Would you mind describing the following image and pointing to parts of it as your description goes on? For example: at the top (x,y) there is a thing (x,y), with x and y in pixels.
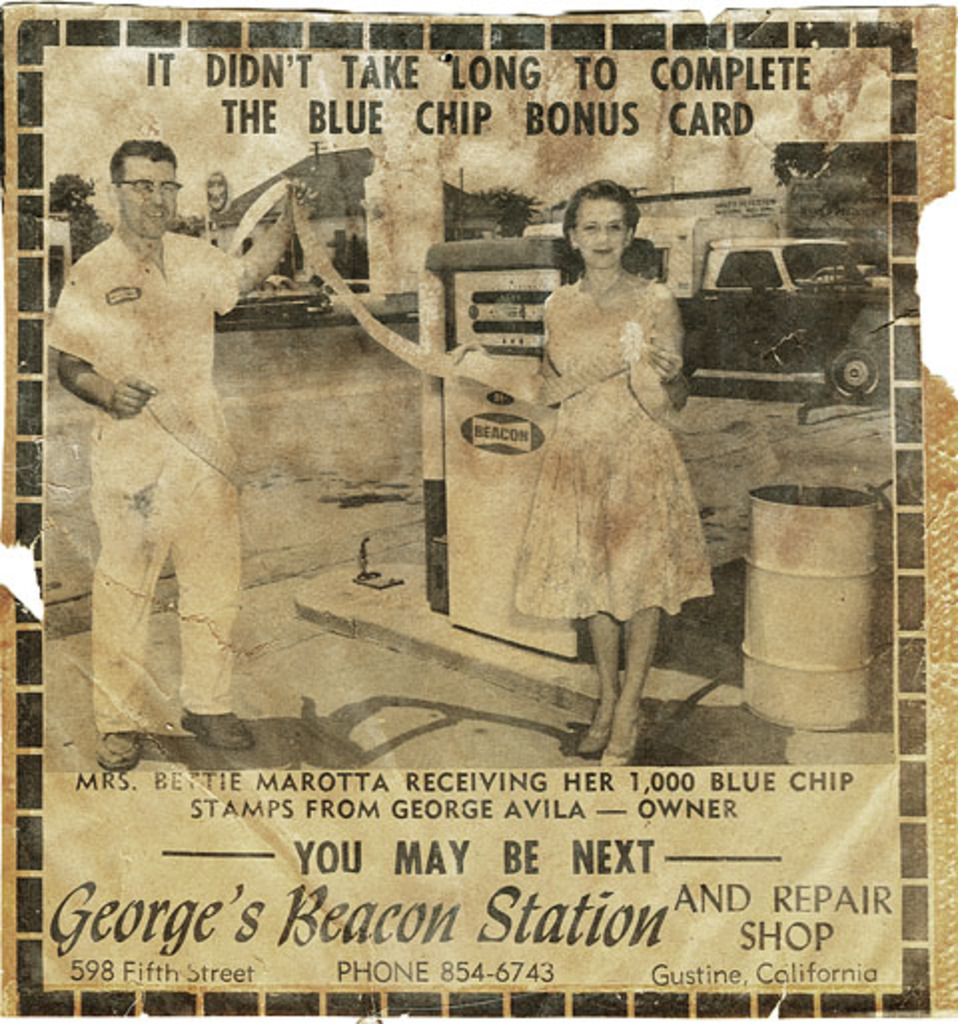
This is a poster (499,868). In this picture we can see a petrol bunk (394,600). We can see a man (221,539) and a woman (560,388) holding objects (519,384) in their hand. There is a small water storage drum (760,650) and a machine (509,444) on the path (437,624). We can see a vehicle (713,255), house (303,263), a board (218,212) and a few trees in the background (204,228).
